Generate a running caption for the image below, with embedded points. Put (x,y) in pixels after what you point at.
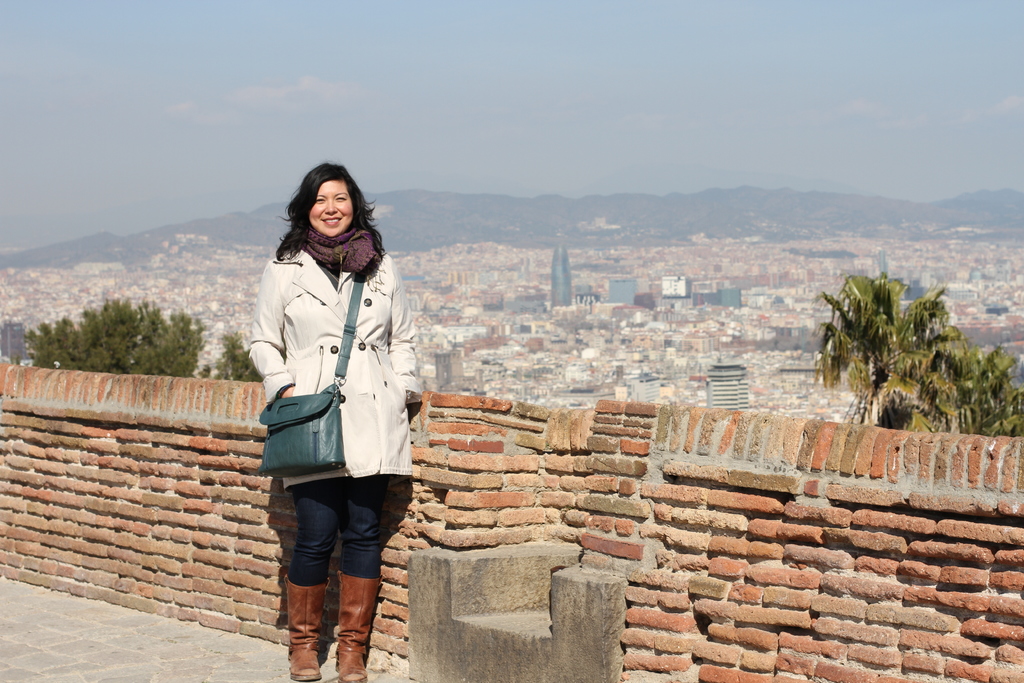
There is a woman (318,348) standing in the picture. She is wearing a bag (316,433) on her shoulder (381,282). She is smiling. In the background (204,440) there is a wall (193,466) and a city (156,304). We can observe a hills (541,206) and sky (483,132) here.
